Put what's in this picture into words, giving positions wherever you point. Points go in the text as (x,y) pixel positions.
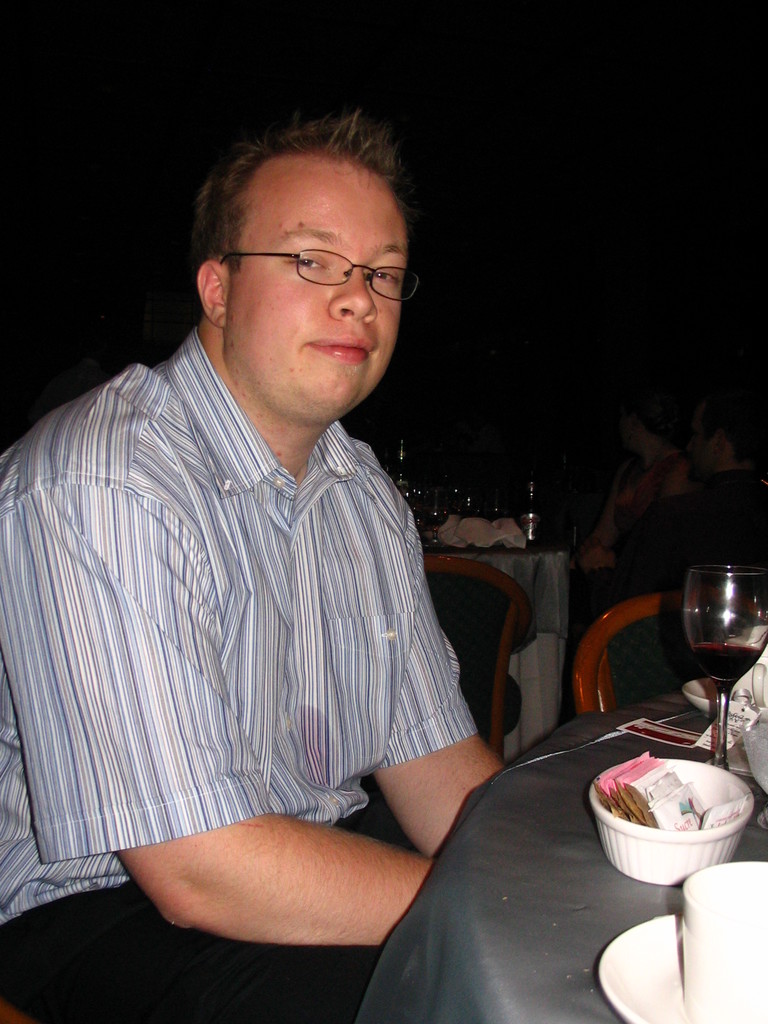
In the left side (12,845) a man (384,758) is sitting he wears a shirt (179,492), spectacles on the right (767,604) there is a wine glass (764,594) and bowl (637,858) and plates (654,1014) on the dining table (560,834).
